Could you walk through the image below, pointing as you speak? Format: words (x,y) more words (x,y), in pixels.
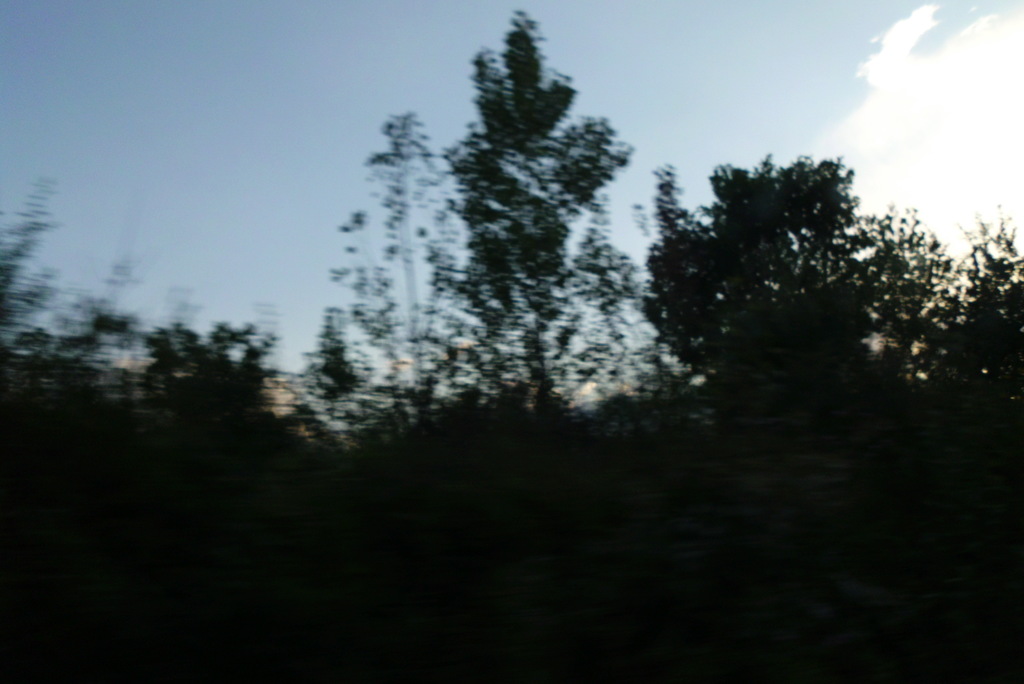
in this given picture, I can see sky (572,38) certain trees (451,365).
